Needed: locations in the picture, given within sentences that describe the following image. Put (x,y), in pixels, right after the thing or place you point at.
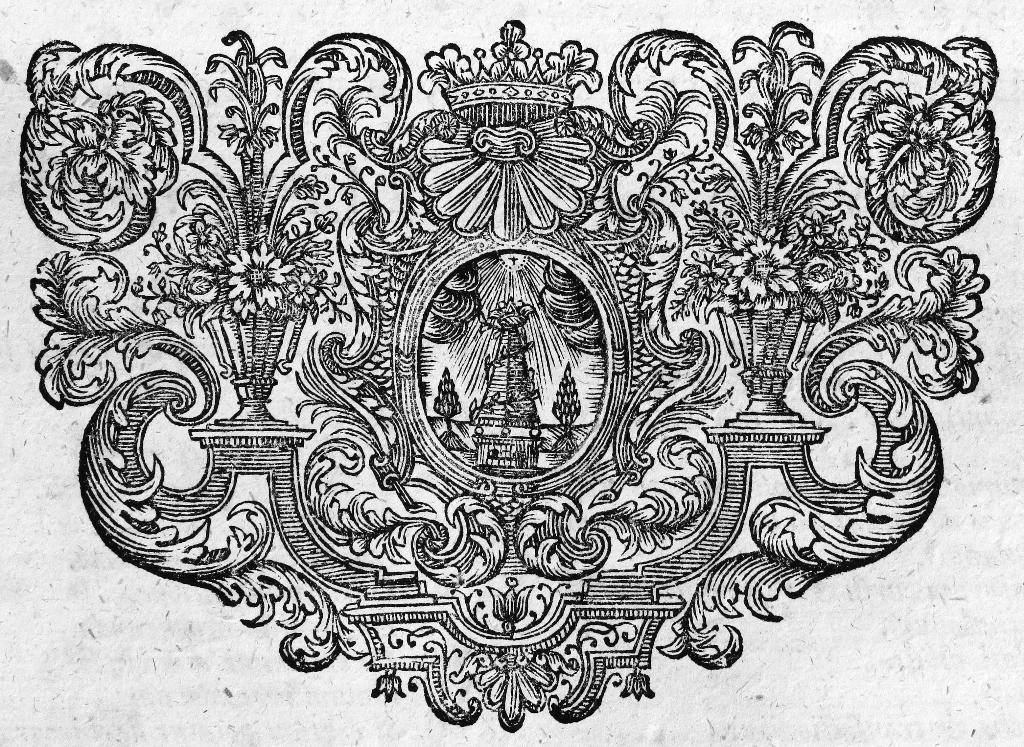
In this picture on the paper (733,739). In the center (563,420) we can see the plants (561,405) and flowers (815,268).
